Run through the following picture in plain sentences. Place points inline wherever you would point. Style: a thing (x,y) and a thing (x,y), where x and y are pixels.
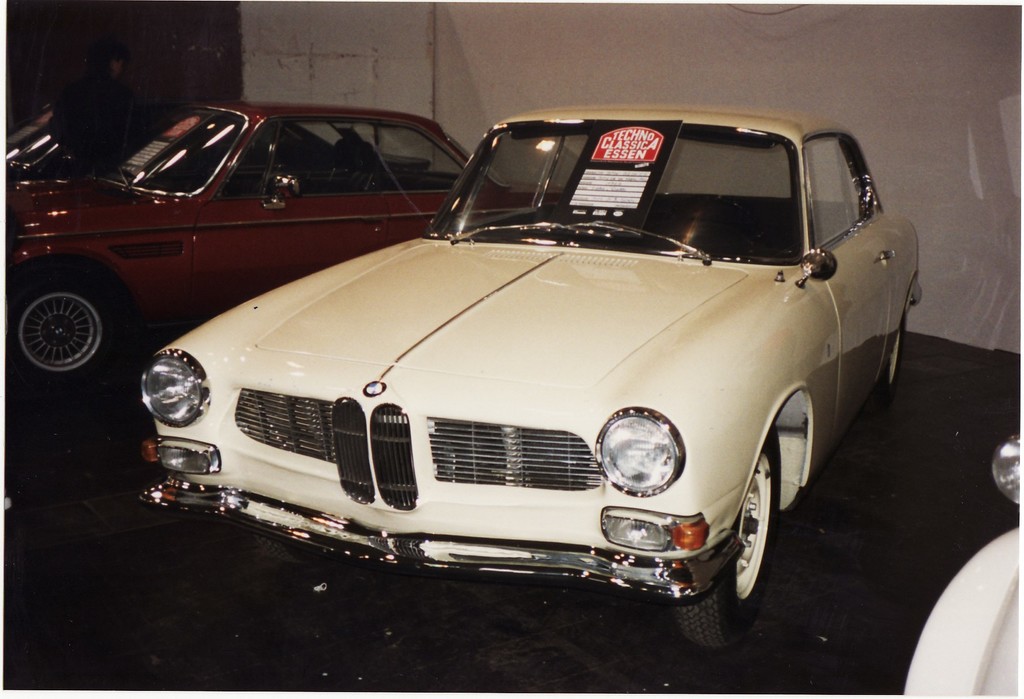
In this image I can see the black colored floor (360,646) and on it I can see two cars (347,354) which are cream and red in color. I can see black colored papers (631,186) attached to the windshield (195,131) of the cars (223,149). In the background (585,63) I can see the white colored wall (353,42) and the cloth (648,60).
